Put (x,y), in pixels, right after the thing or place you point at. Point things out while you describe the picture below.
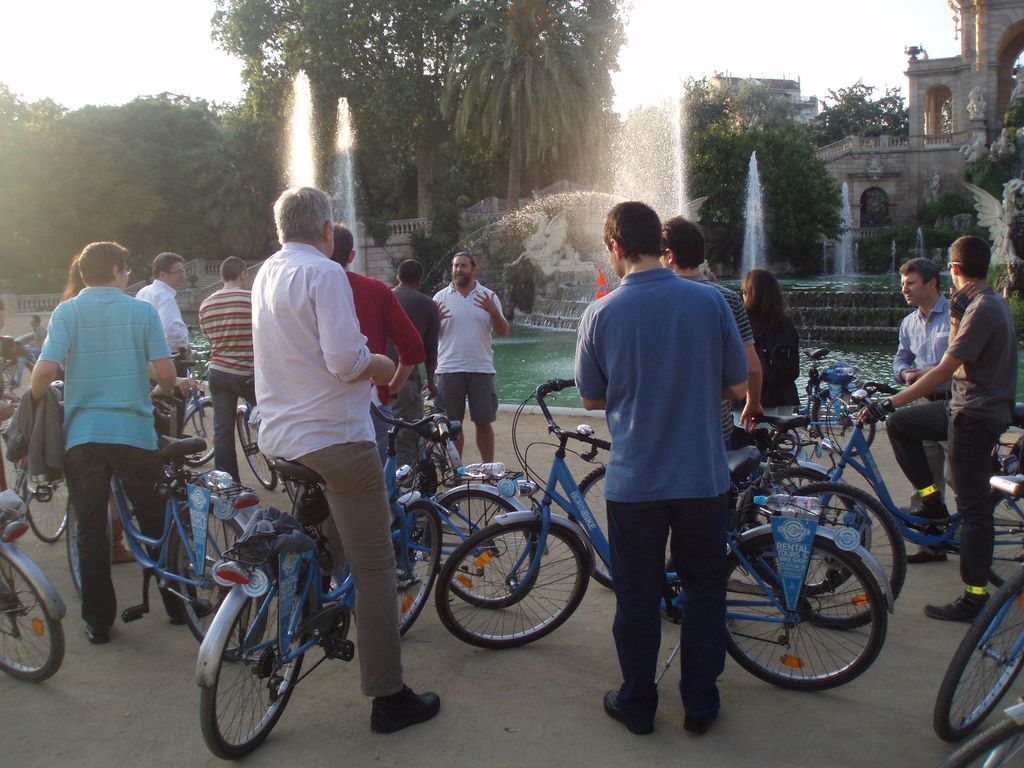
In this image there are many people (499,307), In the middle (472,358) there is a man (480,351) he wear a white t shirt (473,339) and shorts (480,394) he is speaking something. On the right (934,417) there are two man (937,358) they sat on the cycles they are staring at something. In the middle (639,331) there is a man (635,413) he wear a t shirt (642,449) and trouser (691,636). In the middle (362,423) there is a man (332,460) he wear a white shirt (352,398) and trouser (341,510) he is sitting on the cycle (287,589). In the back ground (566,225) there is water (536,343), there are trees (459,78), fountain (549,208), house (861,157) and steps (838,324).
